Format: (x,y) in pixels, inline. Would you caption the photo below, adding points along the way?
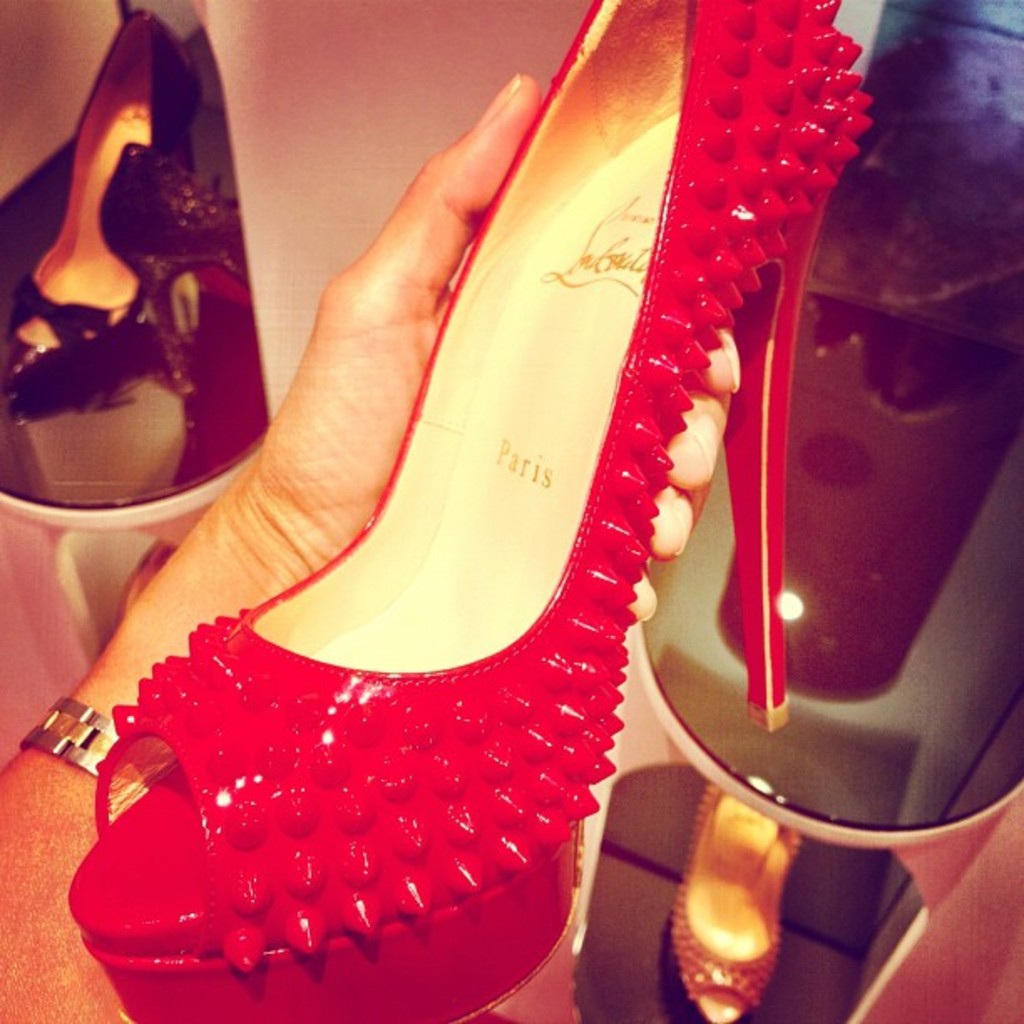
In this picture we can see a person hand (72,968) is holding a sandal (742,97) and in the background (870,178) we can see sandals (121,135) in racks (810,955).
